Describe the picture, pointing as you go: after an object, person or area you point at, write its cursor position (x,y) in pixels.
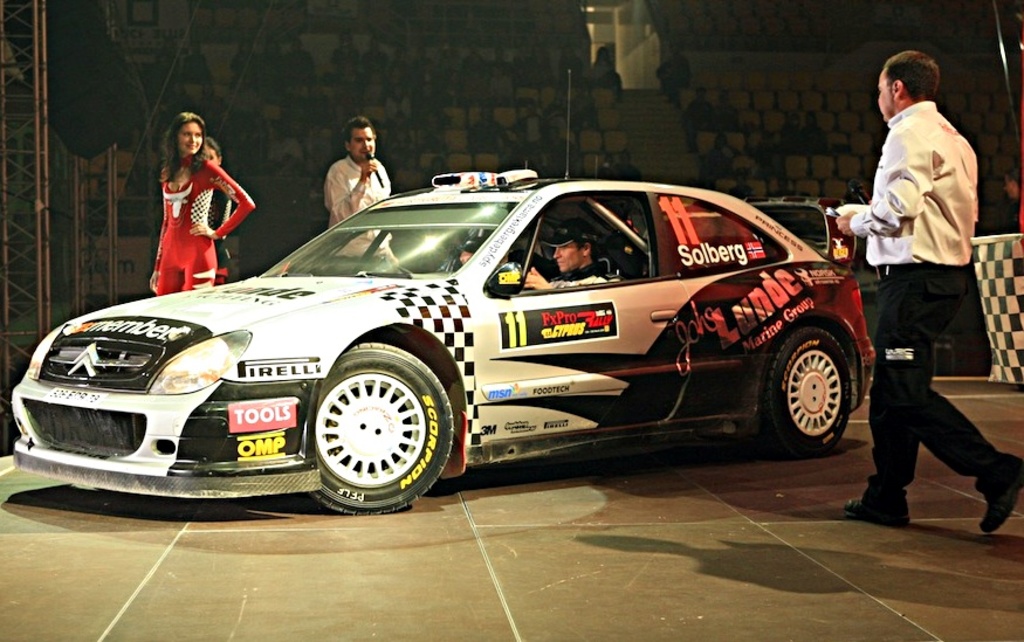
In the middle (385,307) it's a car (385,285) on the right (889,514) a man (905,71) is walking and in the left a woman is standing she wears a red color dress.
